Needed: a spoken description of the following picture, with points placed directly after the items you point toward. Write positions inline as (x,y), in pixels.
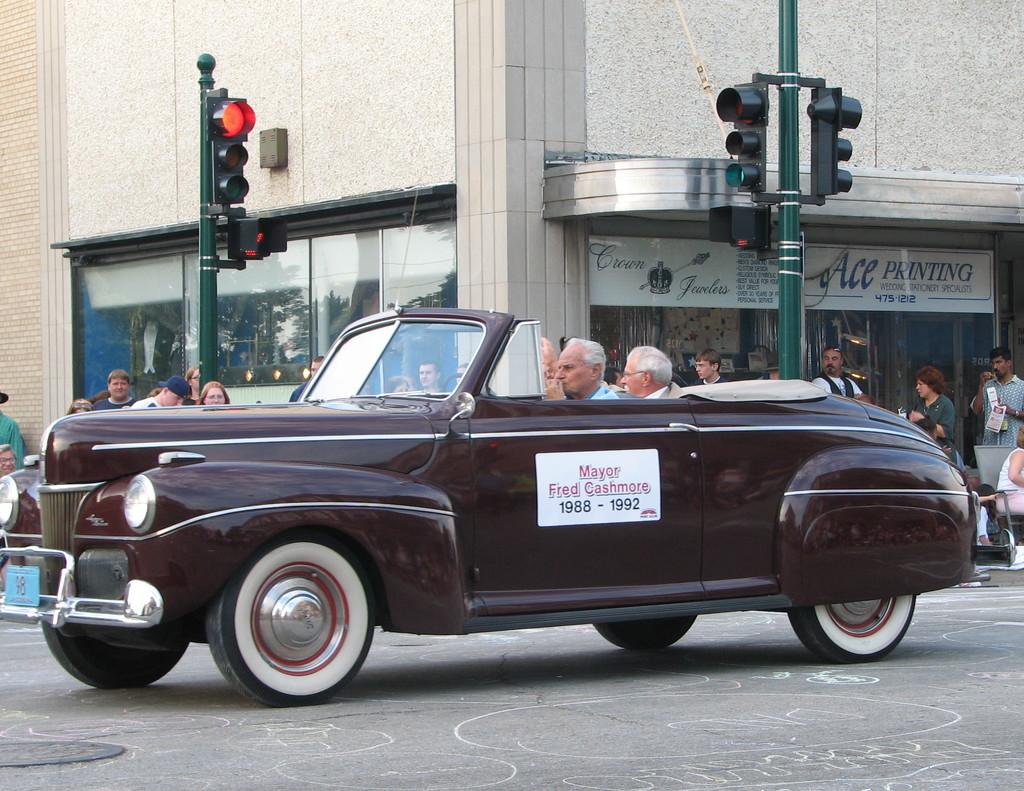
In this image we can see few people (1013,413) near the building (490,92), a person (1016,508) sitting on the chair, there is a poster (936,286) with text (893,286) to the building (867,319), there are traffic lights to the poles (201,82) and a car (718,431) on the road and few persons (644,386) sitting in the car (569,532).
